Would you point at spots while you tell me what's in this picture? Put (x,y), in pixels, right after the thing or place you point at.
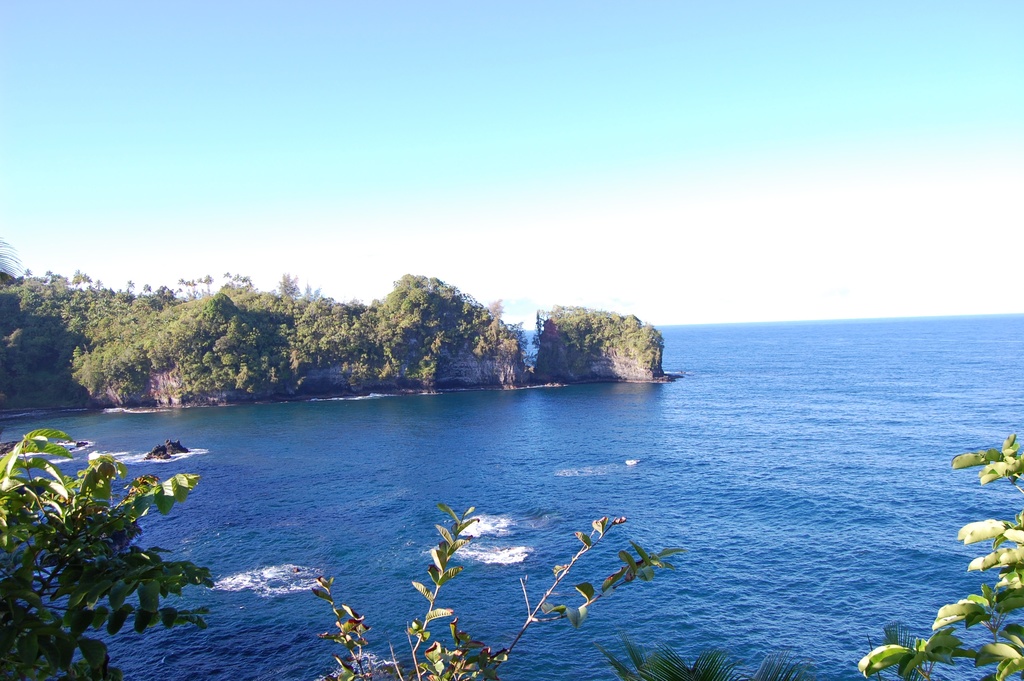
There is a sea (542,390) and in between the sea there is a rock hill (246,329) covered with many trees (506,324) and in the front (58,570) there are few other plants (164,591).
